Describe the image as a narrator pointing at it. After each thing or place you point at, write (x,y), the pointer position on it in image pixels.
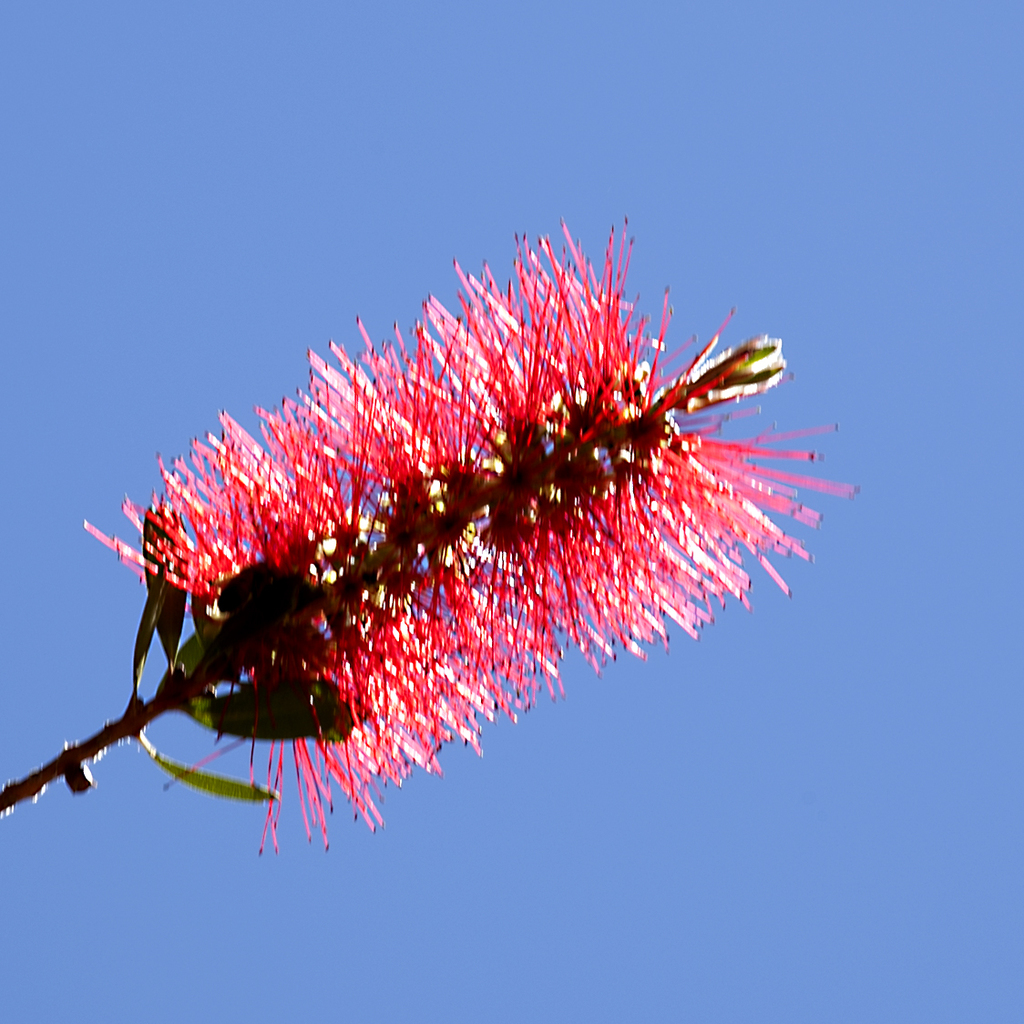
This image is taken outdoors. In the background (168,320) there is the sky (724,298). In the middle of the image (421,531) there is a stem (129,723) of a plant (387,559) with green leaves (217,729) and a red colored flower (456,468).
